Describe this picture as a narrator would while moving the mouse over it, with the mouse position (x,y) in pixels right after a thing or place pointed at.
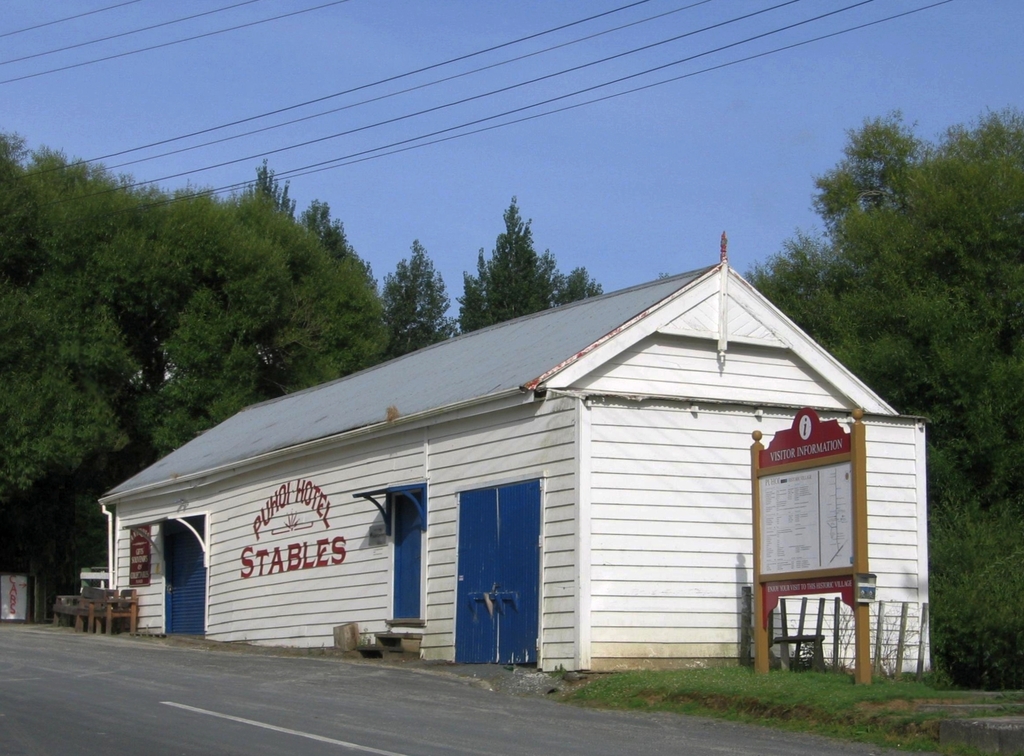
In the foreground (661,334) I can see stable house (638,576), board (765,608), grass (674,689) and chairs (103,610) on the road (276,666). In the background (1004,470) I can see trees (428,286). On the top (358,90) I can see the sky (357,72) and wires (582,64). This image is taken during a day.
